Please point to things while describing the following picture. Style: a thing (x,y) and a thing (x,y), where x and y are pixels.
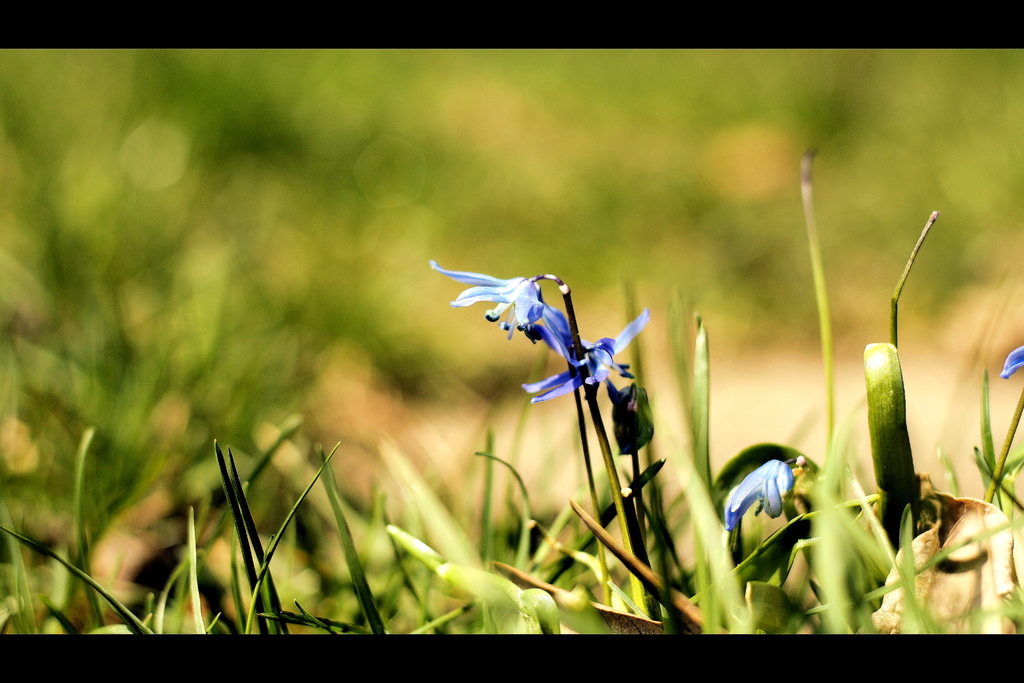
In this image, we can see plants (729,524) and there are flowers (606,373), which are in purple color.
